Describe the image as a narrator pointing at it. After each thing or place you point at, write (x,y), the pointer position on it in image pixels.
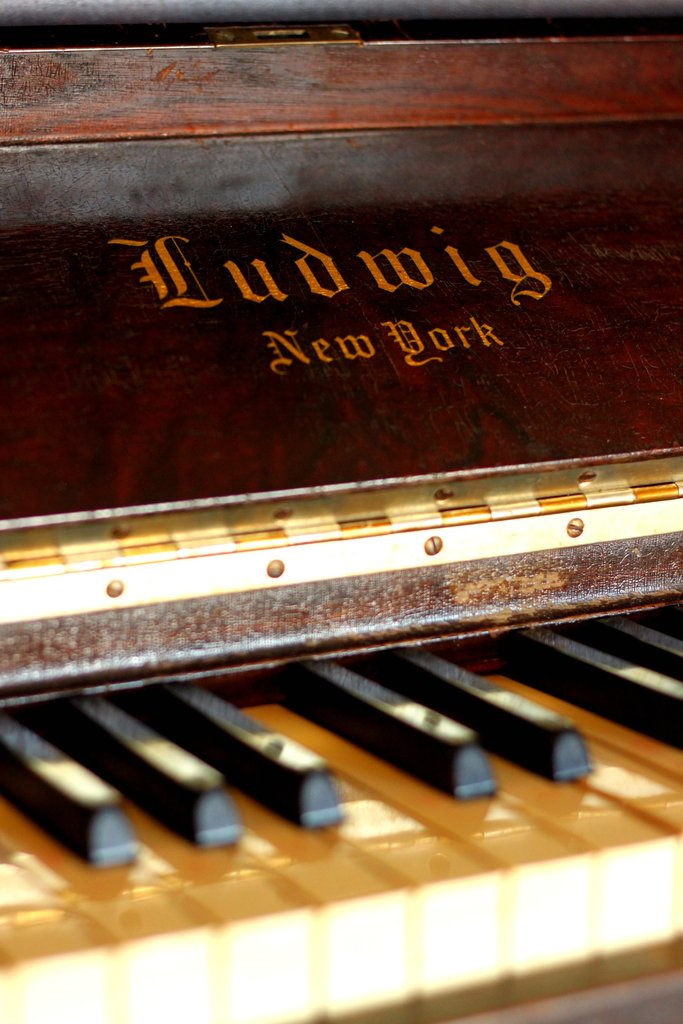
In the picture we can see piano keys (499,806) which are black and white in color on it we can see a wooden frame (583,399) named LUDWIG new york.
